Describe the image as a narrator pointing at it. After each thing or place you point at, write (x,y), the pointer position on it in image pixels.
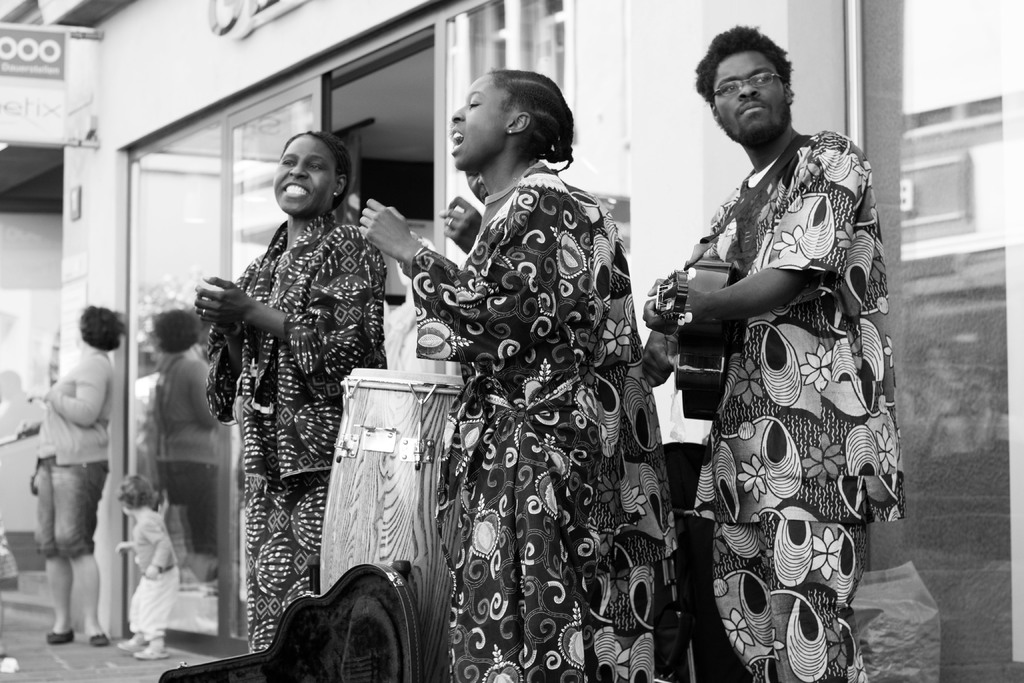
This is a black and white image where we can see these people (470,216) wearing clothes (270,527) are standing here and playing musical instruments (417,431). The background of the image (1010,84) is blurred, where we can see a person (65,431) and a child (150,584) are standing on the sidewalk (88,661), we can see the store (129,136) with glass doors (207,150) and a board (7,127) here.
